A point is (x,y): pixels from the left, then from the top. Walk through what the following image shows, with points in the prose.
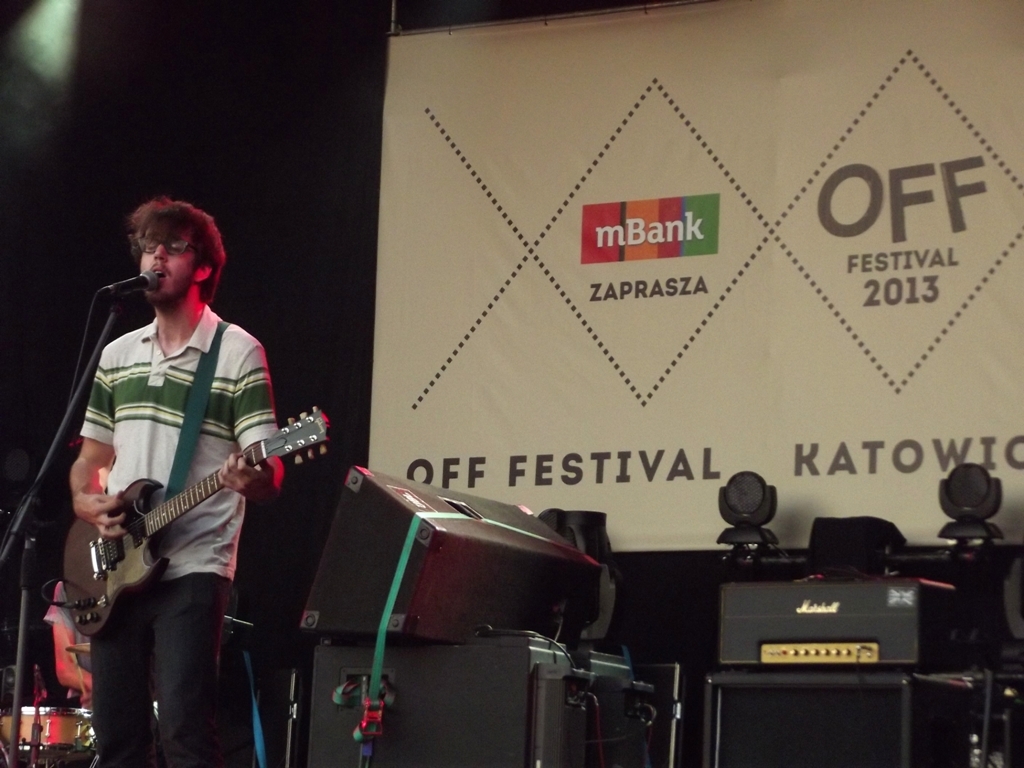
Here a man (135,464) is singing on mic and playing guitar (150,537). Behind him there is a person (89,705) playing musical instrument (67,721) and we have speakers (559,544) and a banner (592,230).
